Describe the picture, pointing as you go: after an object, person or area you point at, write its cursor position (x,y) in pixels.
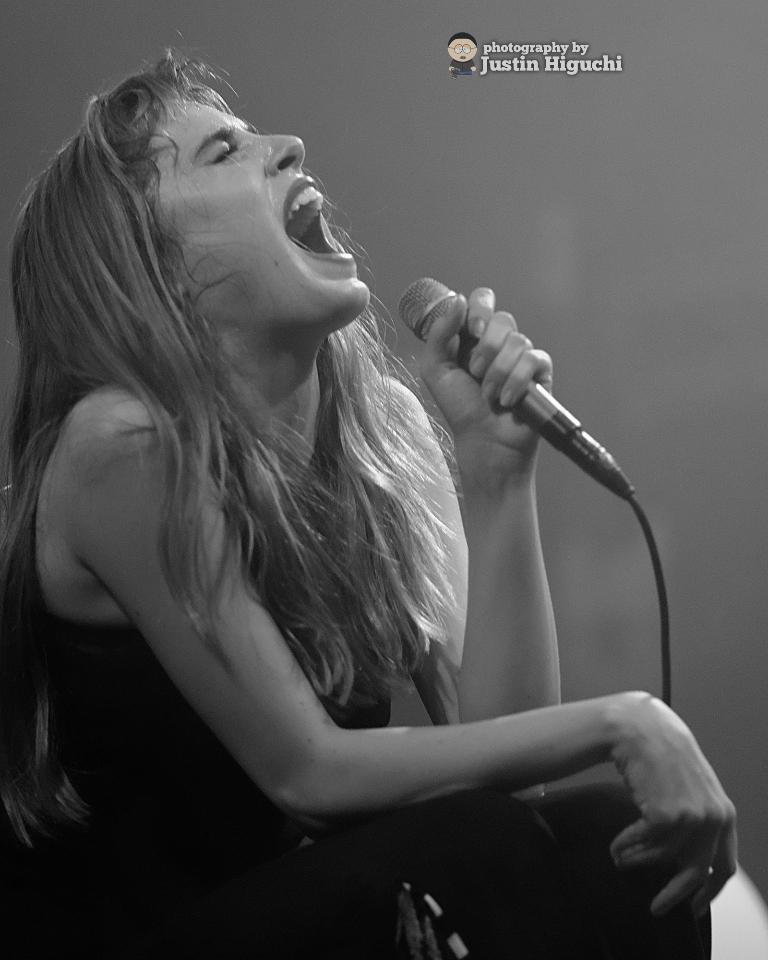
a person (383,556) is shouting holding a microphone (536,416) in her hand (518,423). she is wearing a black dress (451,886).
